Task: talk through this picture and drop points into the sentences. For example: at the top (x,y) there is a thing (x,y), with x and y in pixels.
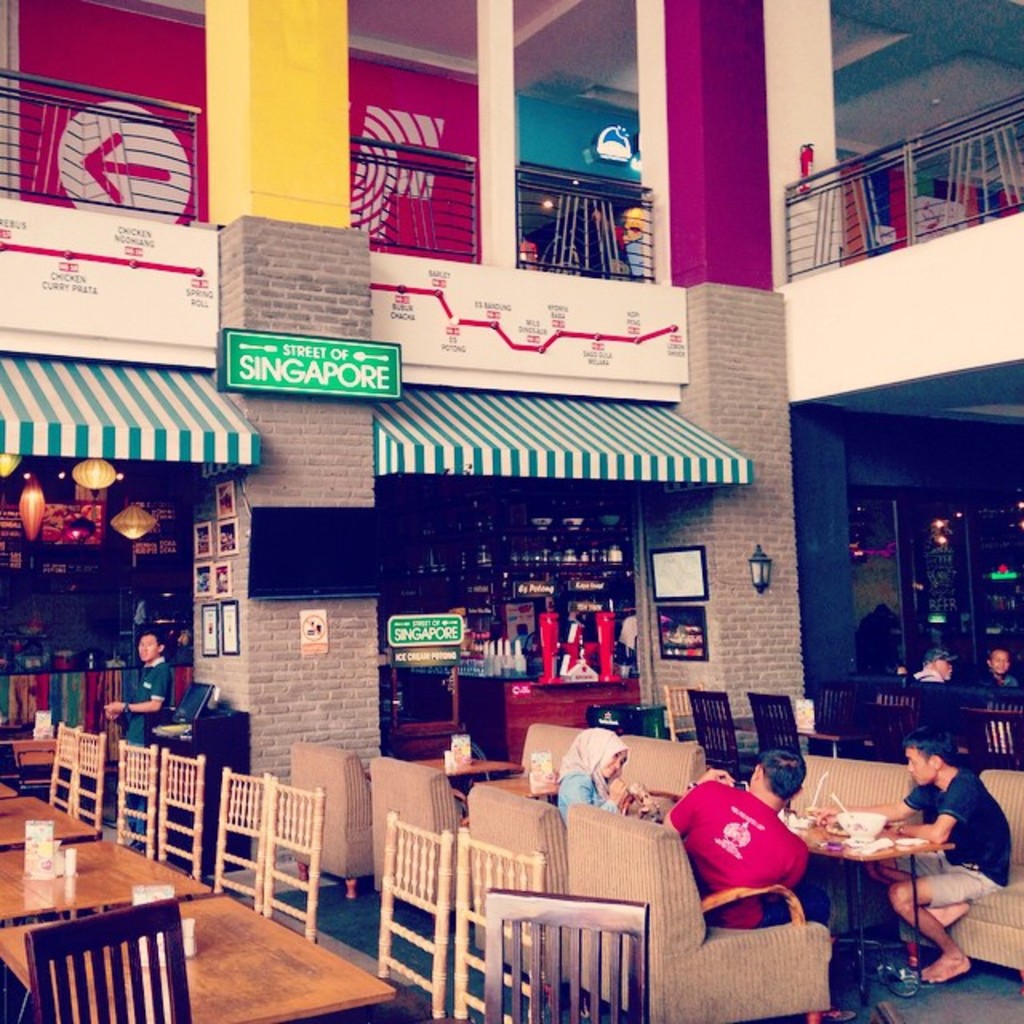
In this image I can see some people (689,809) are sitting on the chair (838,778). In front of them there is a table (837,837) with bowls (879,820) and food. There are some boards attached to the shop (338,638). And I can also see some railing (575,205) in the top (886,157).
